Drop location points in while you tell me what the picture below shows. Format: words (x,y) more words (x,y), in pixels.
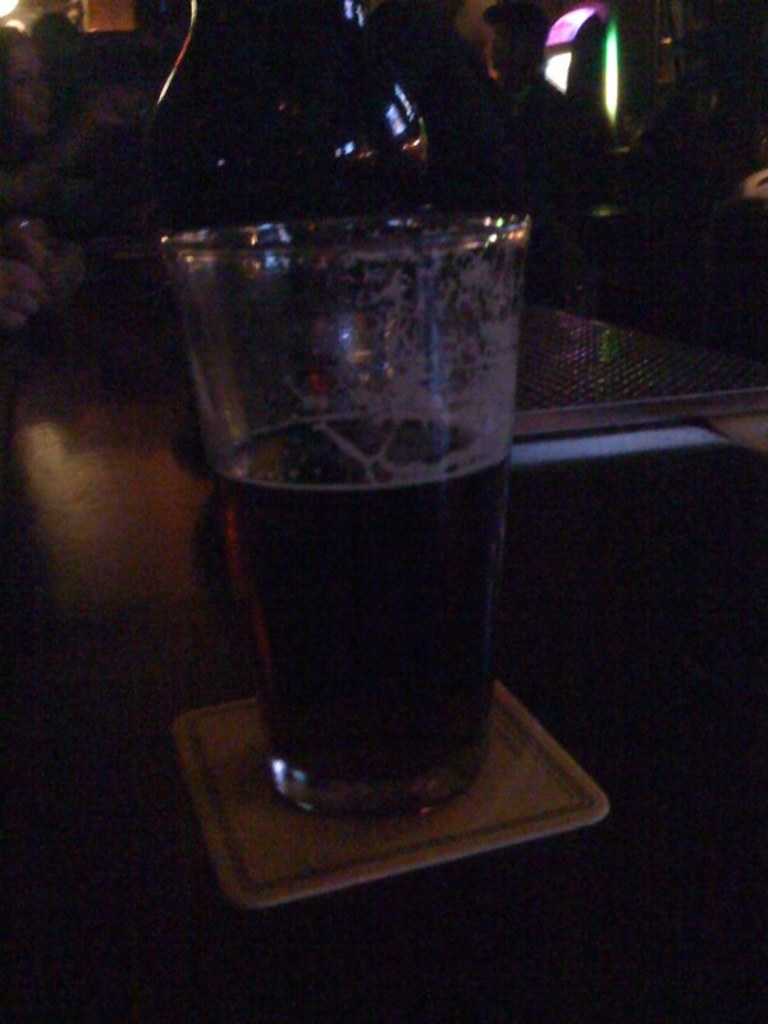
In the foreground of this picture (438,582) we can see a glass of drink (415,621) seems to be placed on the top of the table (143,454). In the background (110,197) we can see the group of persons (42,254), lights (556,79) and some other objects (197,69).
